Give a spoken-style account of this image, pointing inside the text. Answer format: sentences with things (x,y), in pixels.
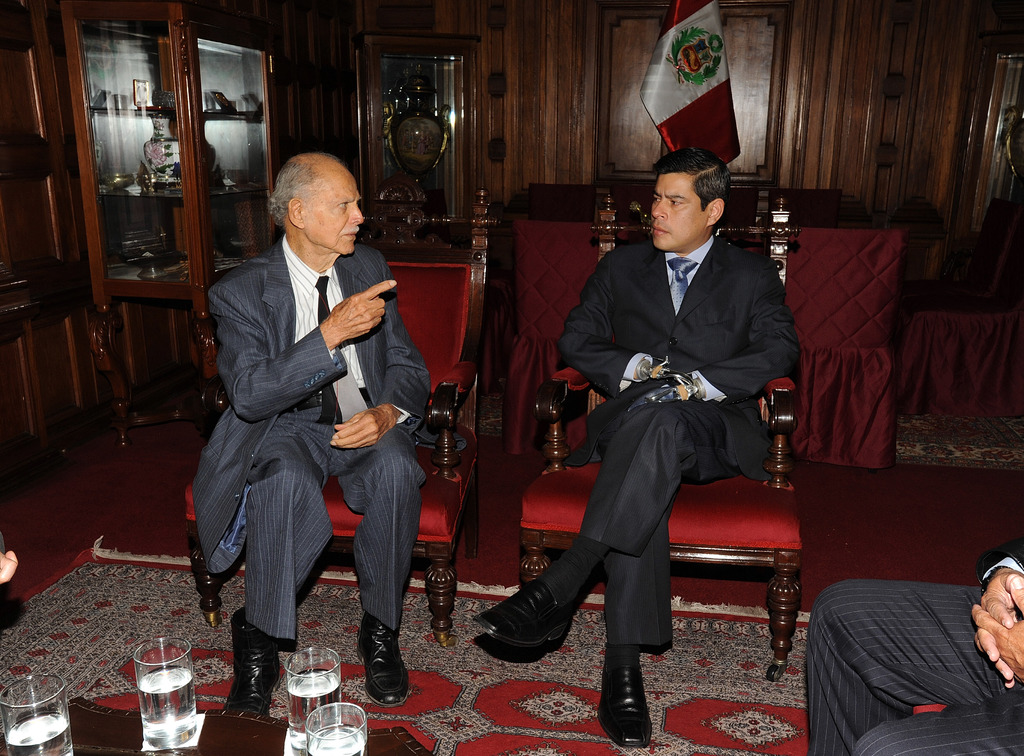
These persons (402,483) are sitting on the chairs (454,433) and this person (351,350) talking. We can see glasses (31,733) on the table (244,724). On the background (603,85) we can see wooden wall (576,37), flags (651,79), furniture (444,98), tables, chairs (897,256). We can see mat (128,587) on the floor (140,521).
